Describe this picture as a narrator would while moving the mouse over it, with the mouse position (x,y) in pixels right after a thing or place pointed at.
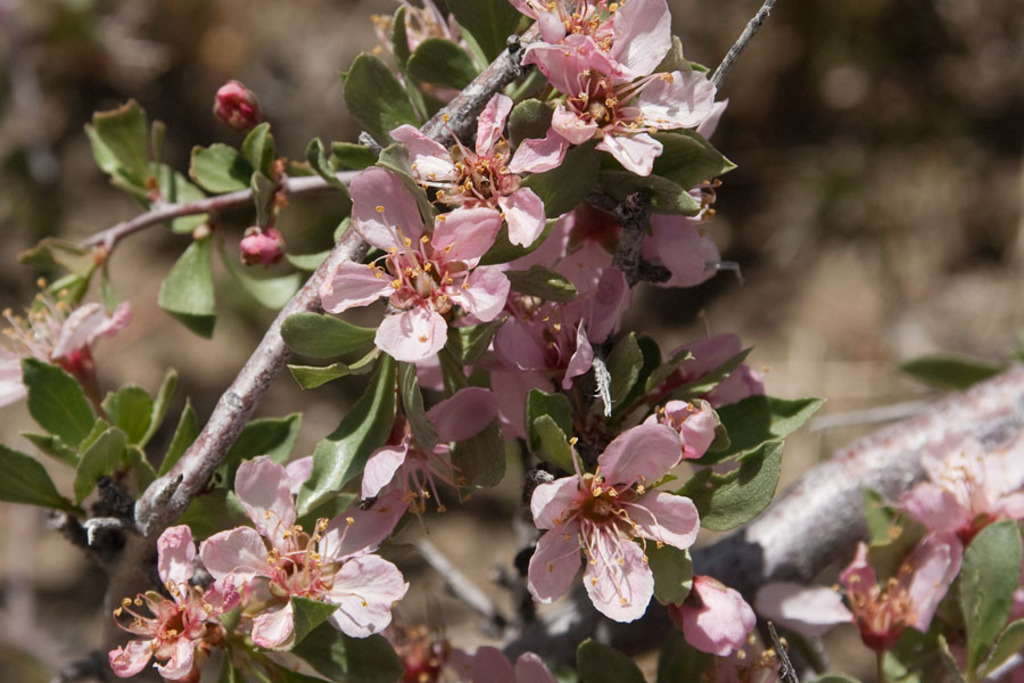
In this image there is plant (84,539) with flowers (457,236).
